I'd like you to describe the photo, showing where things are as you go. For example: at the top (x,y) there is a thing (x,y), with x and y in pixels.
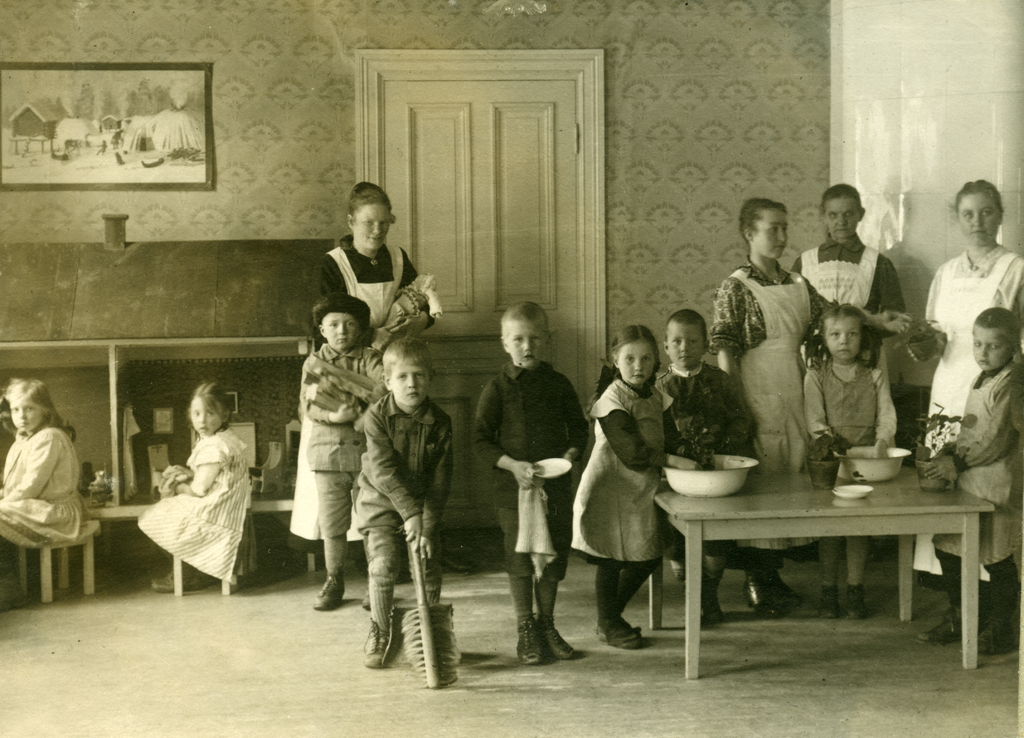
This picture is taken inside the room (277,606). Here, we see many children (599,480) standing and playing inside the room (450,543). On the right corner of the picture (788,522), we see a table (760,516) on which two bowls (860,473) and small plate (861,494) are placed and the two children (677,420) are placing their hands (679,455) in that bowl (679,479) and playing. Behind them, we see three women (825,277) standing and behind these people (773,286), we see a wall (639,141) and a white door (532,188) and on wall (296,8), we see a photo frame (126,114).
